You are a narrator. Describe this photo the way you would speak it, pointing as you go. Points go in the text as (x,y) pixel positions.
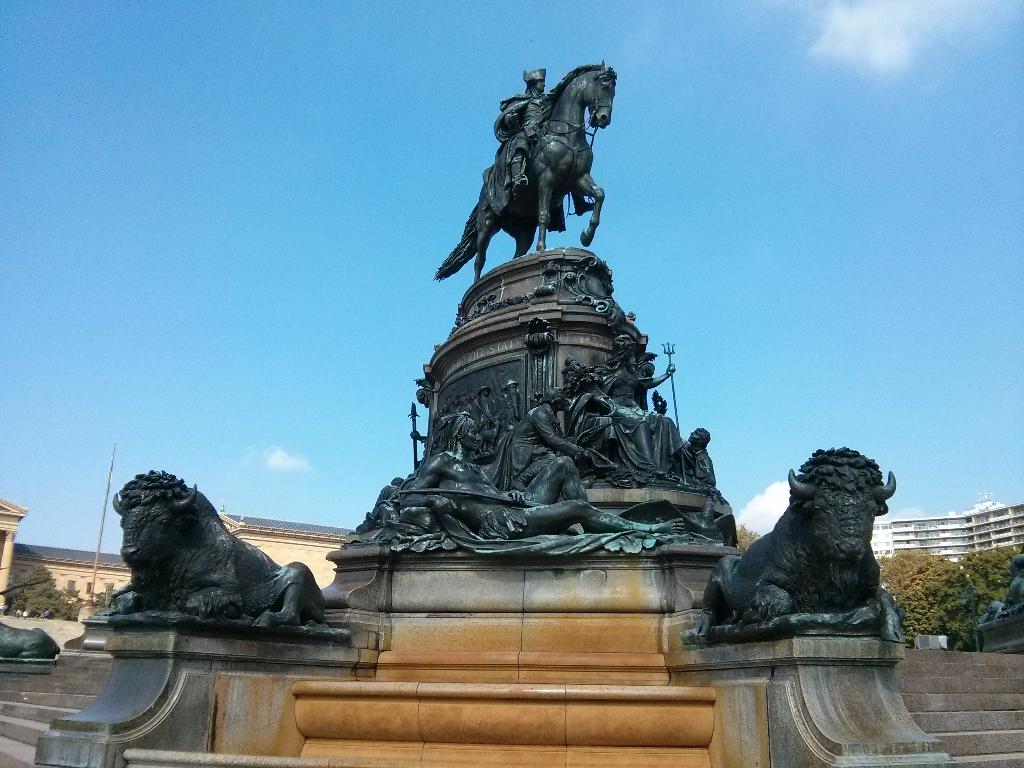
In this image I can see a statue (545,148) of a person (537,114) sitting on a horse (556,140) which is black in color and a statue (494,457) of few other persons (546,455) and two animals (798,523) which is black in color. In the background (79,562) I can see few trees (49,598), few buildings (71,550) and the sky (226,251).
